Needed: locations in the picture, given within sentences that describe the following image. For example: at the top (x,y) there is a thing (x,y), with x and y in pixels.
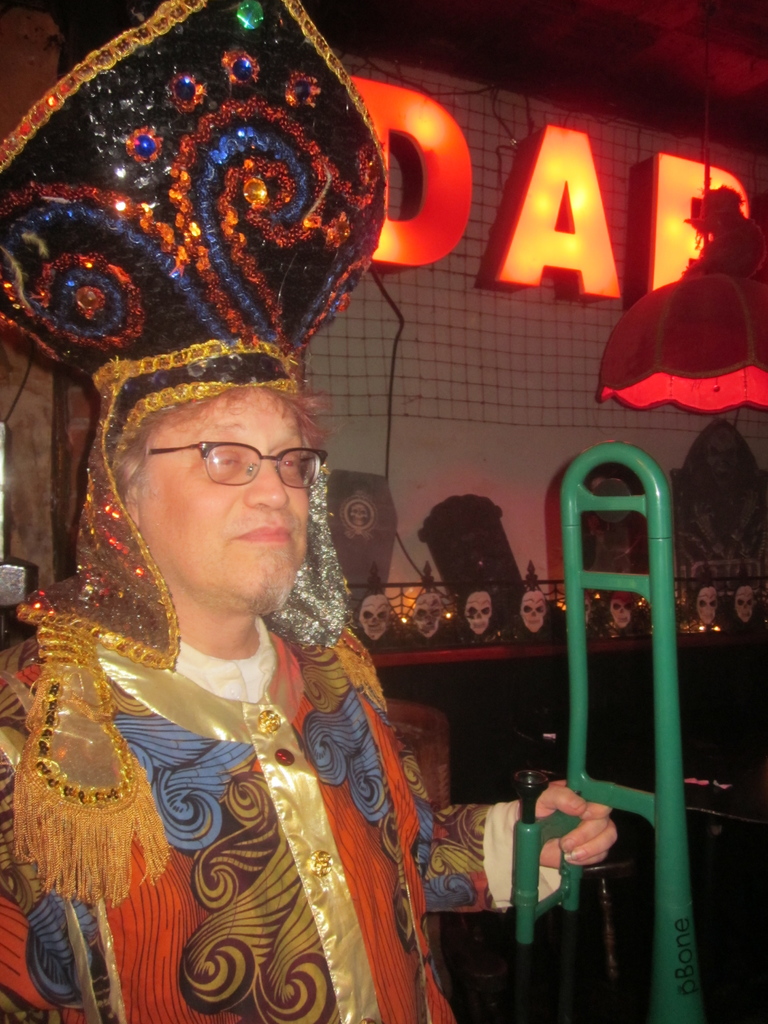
In the image we can see a man (255,816) wearing clothes (269,809), spectacles (243,450) and decorative crown (234,344). This is a plastic object (655,488) green in color. This is a lamp (623,372), cable wire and led text (548,223).
